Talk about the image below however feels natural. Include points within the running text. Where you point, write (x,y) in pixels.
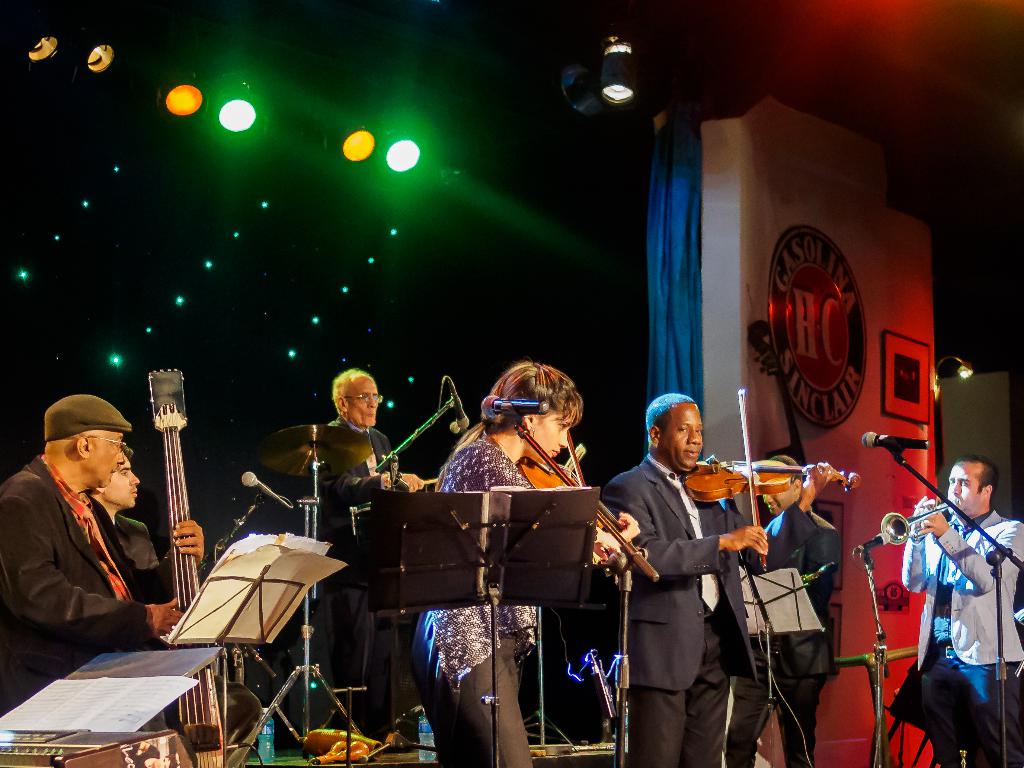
In this image we can see people (791,563) standing on the floor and sitting on the chairs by holding musical instruments (213,707) in their hands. In addition to this we can see mics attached to the mic stands (623,651), electric lights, curtain (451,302) and a logo (819,326) on the wall (789,246).
